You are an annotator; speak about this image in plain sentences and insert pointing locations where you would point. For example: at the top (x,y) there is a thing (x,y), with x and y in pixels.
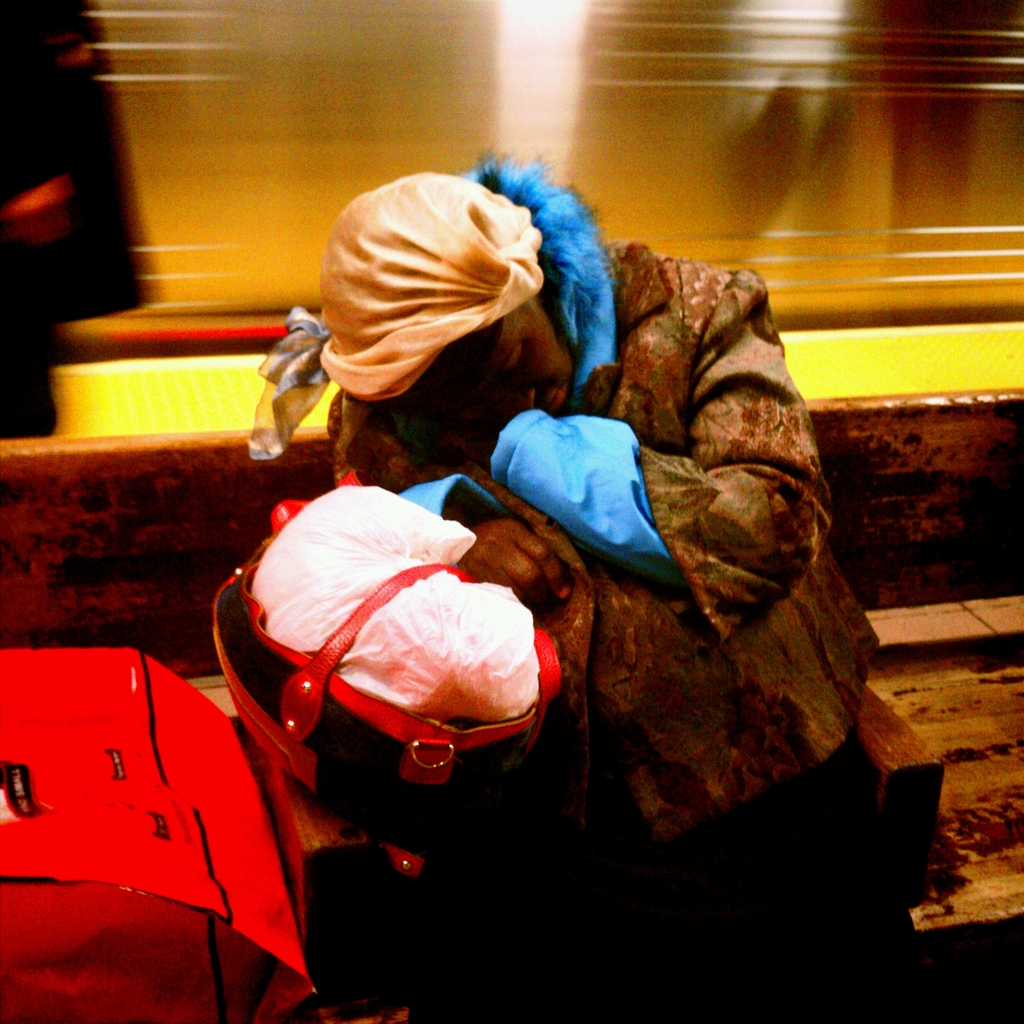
In this image there is a person (539,494) sitting on the bench (2,577), bags (204,989), and in the background (497,69) there is a kind of steel object (946,174).
